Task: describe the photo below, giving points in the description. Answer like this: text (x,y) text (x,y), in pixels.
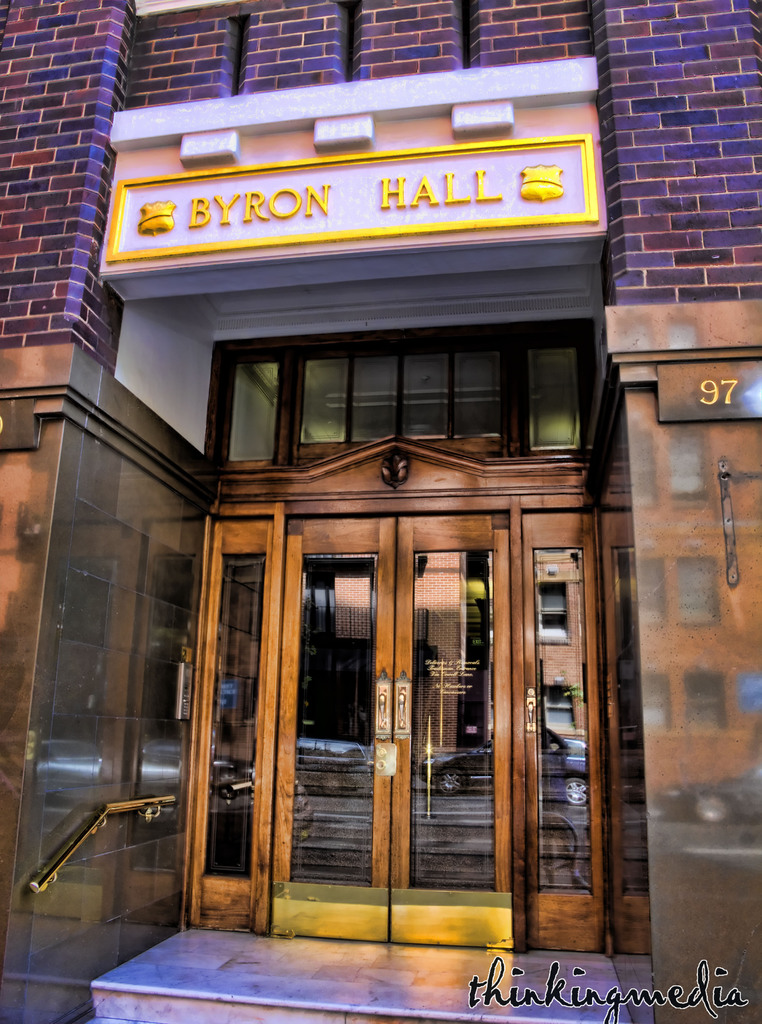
In this image we can see the front view of the building (502,82). Door (398,699) and banner (281,194) is present.
